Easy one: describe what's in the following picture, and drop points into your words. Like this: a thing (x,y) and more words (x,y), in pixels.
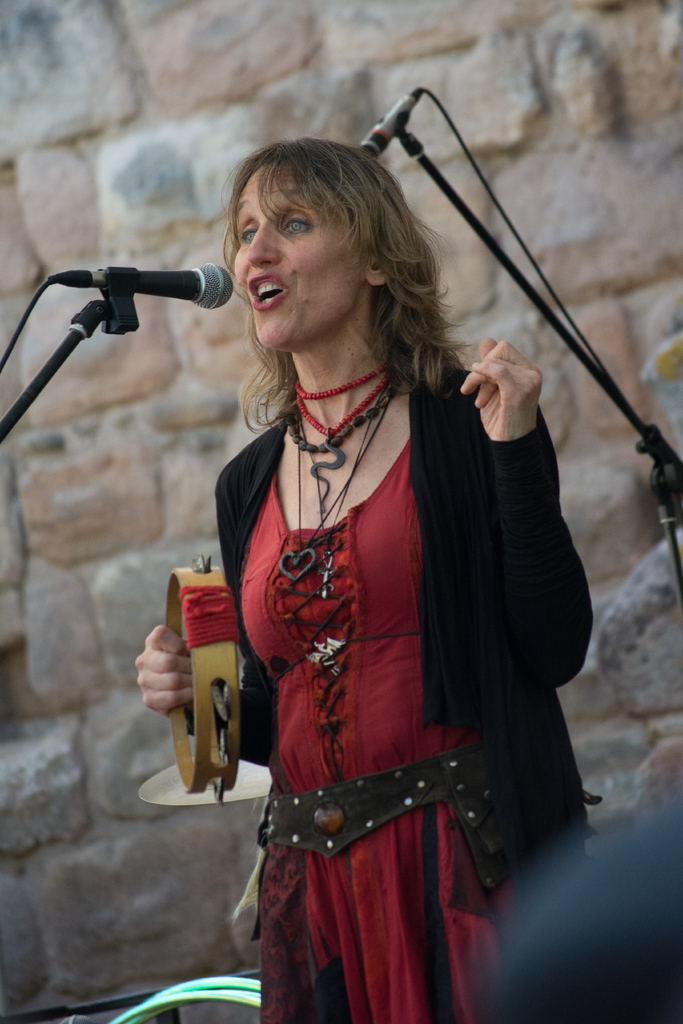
In this image we can see a lady (365,546) holding a musical instrument (230,771), she is singing, there are mics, also we can see the wall (419,62).
